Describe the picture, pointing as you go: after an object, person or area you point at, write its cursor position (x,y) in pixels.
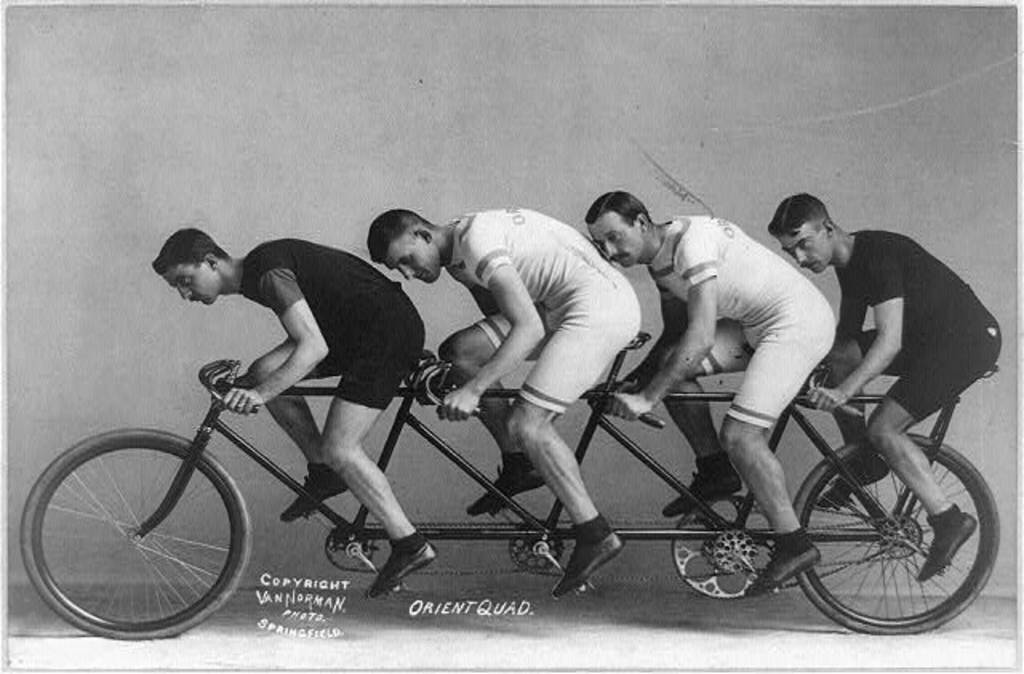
In this image i can see a group of men (541,382) are cycling a bicycle (392,432).
